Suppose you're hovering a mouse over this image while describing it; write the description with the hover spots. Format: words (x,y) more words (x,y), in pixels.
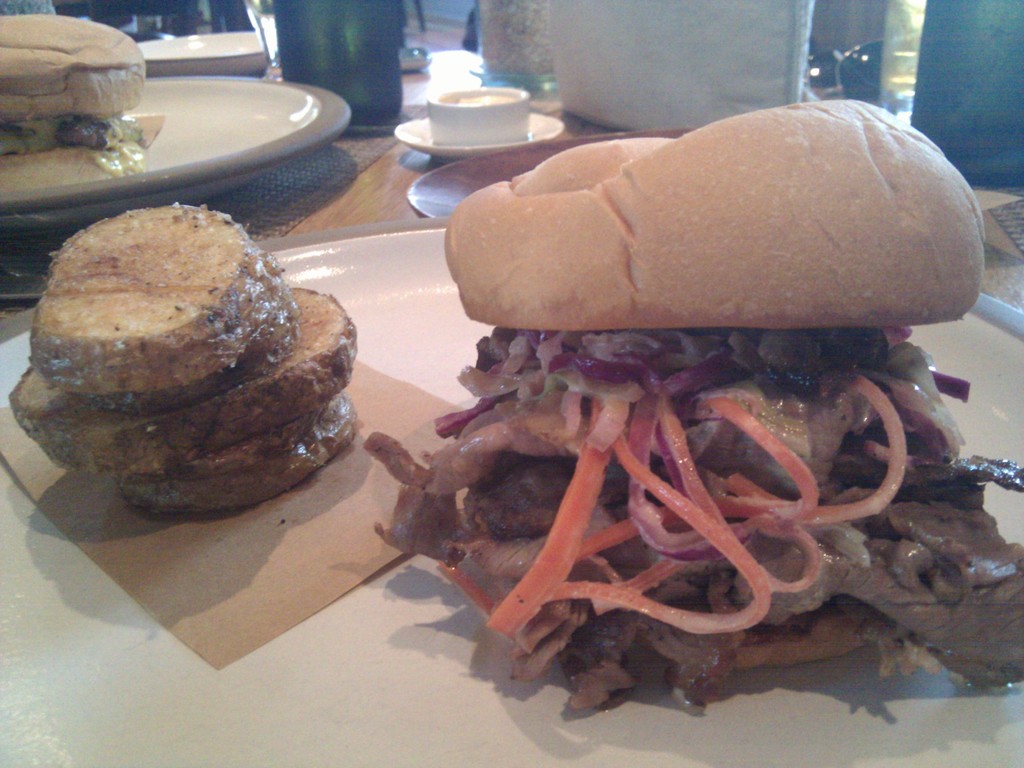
In this image we can see a food item (191,355) on the plate (22,513), beside there is a burger (560,219) on the plate (46,193), there is a cup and some liquid (485,95) in it, there is a bottle (370,50) and some objects (506,177) on the table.
